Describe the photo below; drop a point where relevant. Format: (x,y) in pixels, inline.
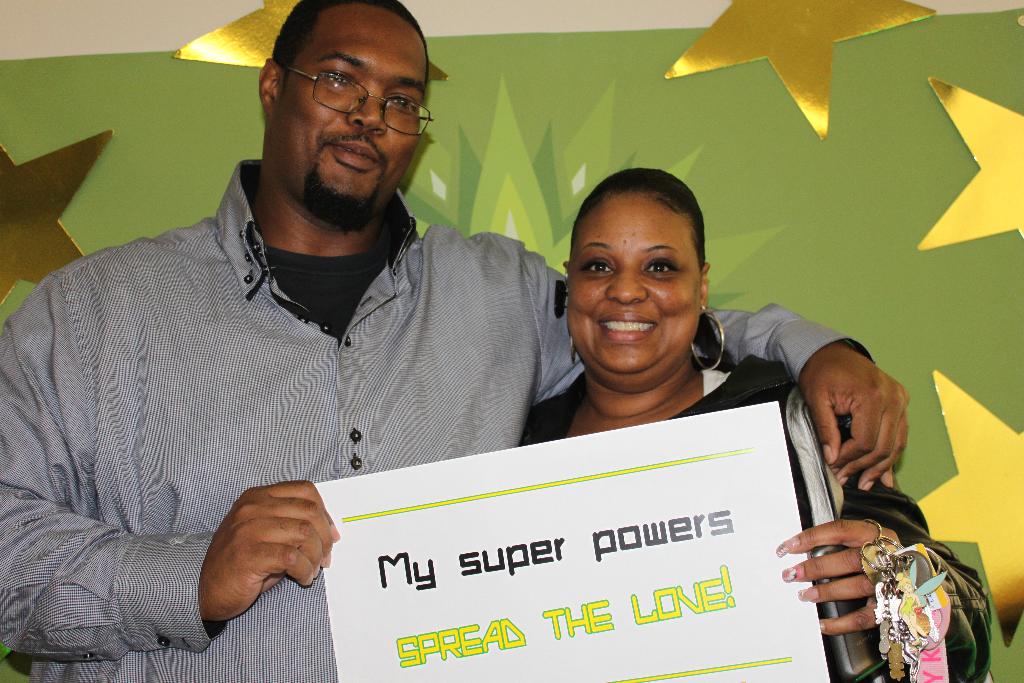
In this image, we can see two people (439,370) man (407,363) and woman (579,397) are standing and holding a board (540,584) in their hands (857,531). On the board (596,593), we can also see some text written on it. In the background (521,148), we can see some stars (1017,128), green color and white color.
